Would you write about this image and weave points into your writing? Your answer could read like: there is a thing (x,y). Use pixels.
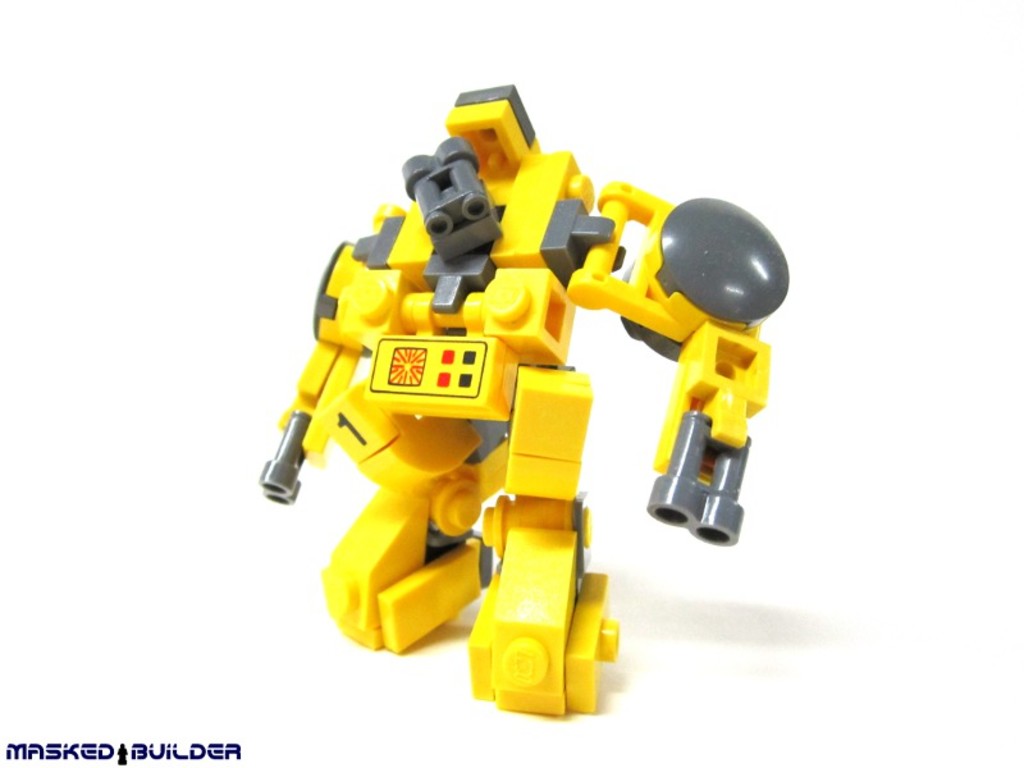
In this picture we can see a toy (574,417) and in the background (247,457) we can see it is white color, in the bottom left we can see some text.
